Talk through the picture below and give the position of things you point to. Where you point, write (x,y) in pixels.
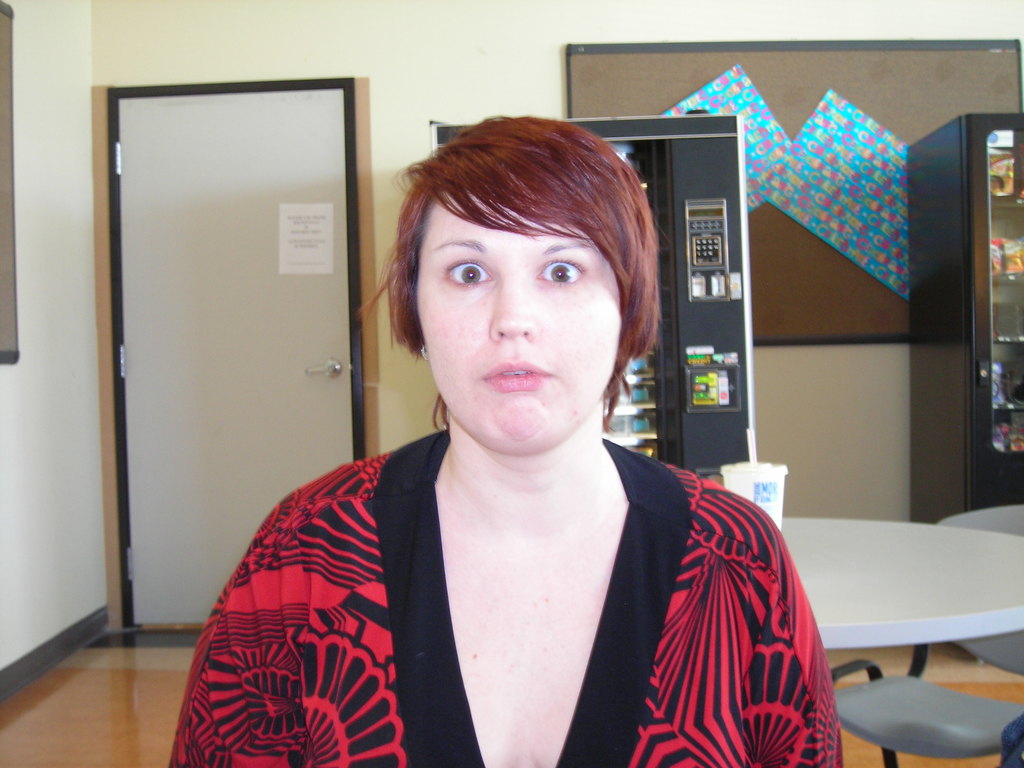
this picture shows a woman (677,512) and two vending machines (932,243) and a cup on the table (942,596) and chairs (912,739).
